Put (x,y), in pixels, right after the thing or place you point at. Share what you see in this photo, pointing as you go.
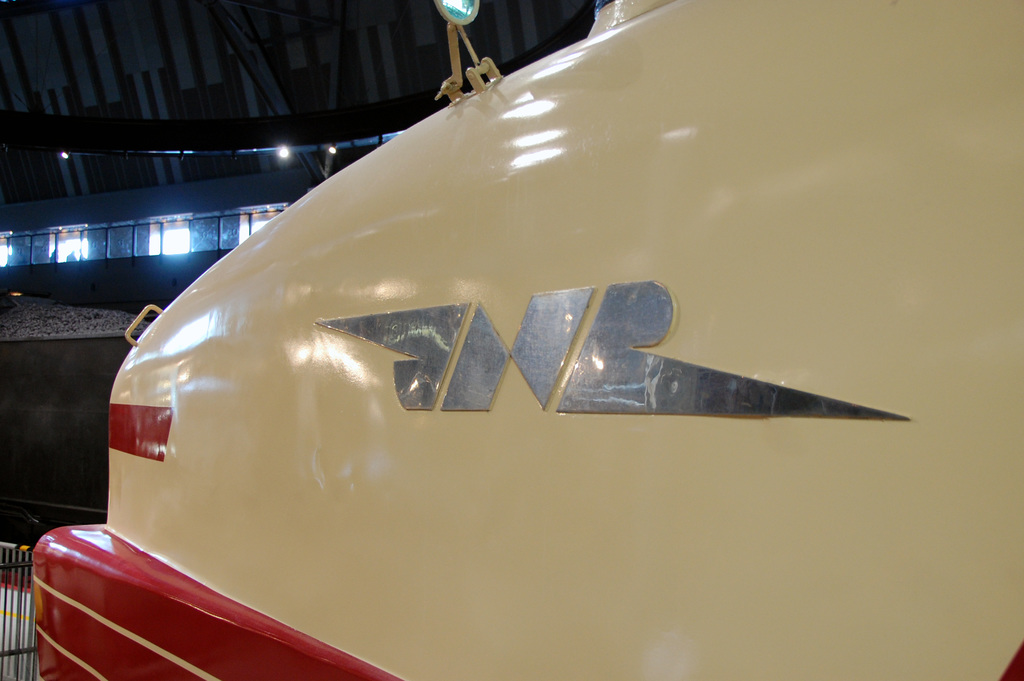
In this image, we can see a vehicle (689,275).
